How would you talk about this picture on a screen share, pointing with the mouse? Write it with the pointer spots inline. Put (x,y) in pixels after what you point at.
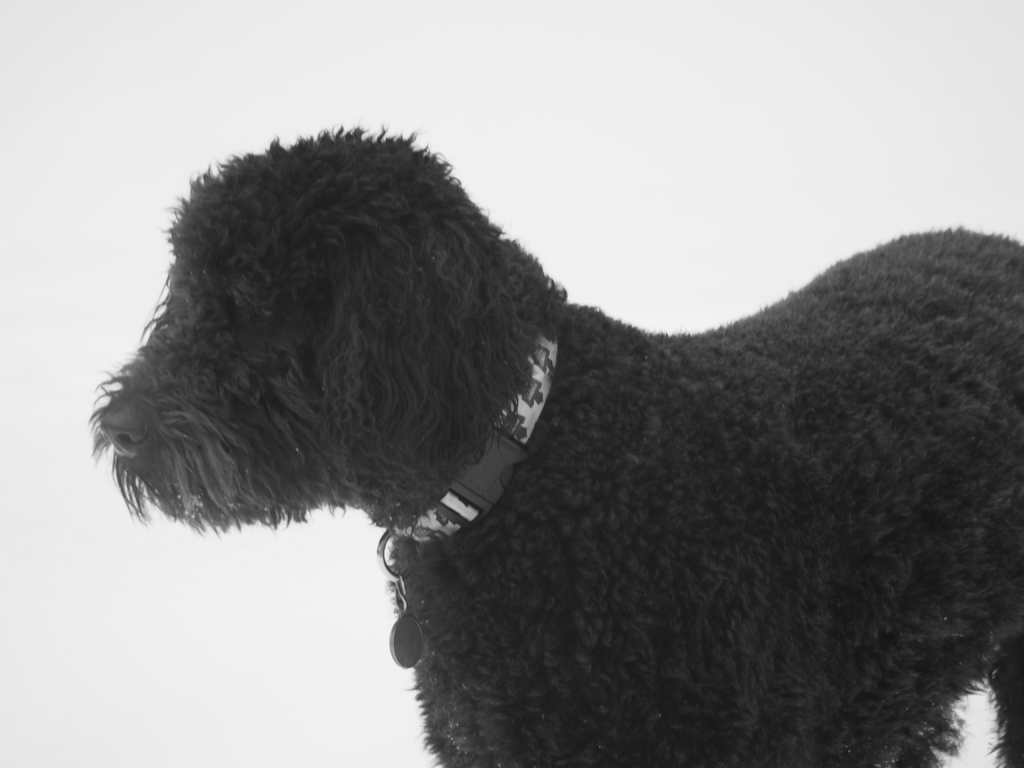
In the image I can see a black color dog (432,373) which has a dog neck belt (485,460). The background of the image (582,139) is white in color.
